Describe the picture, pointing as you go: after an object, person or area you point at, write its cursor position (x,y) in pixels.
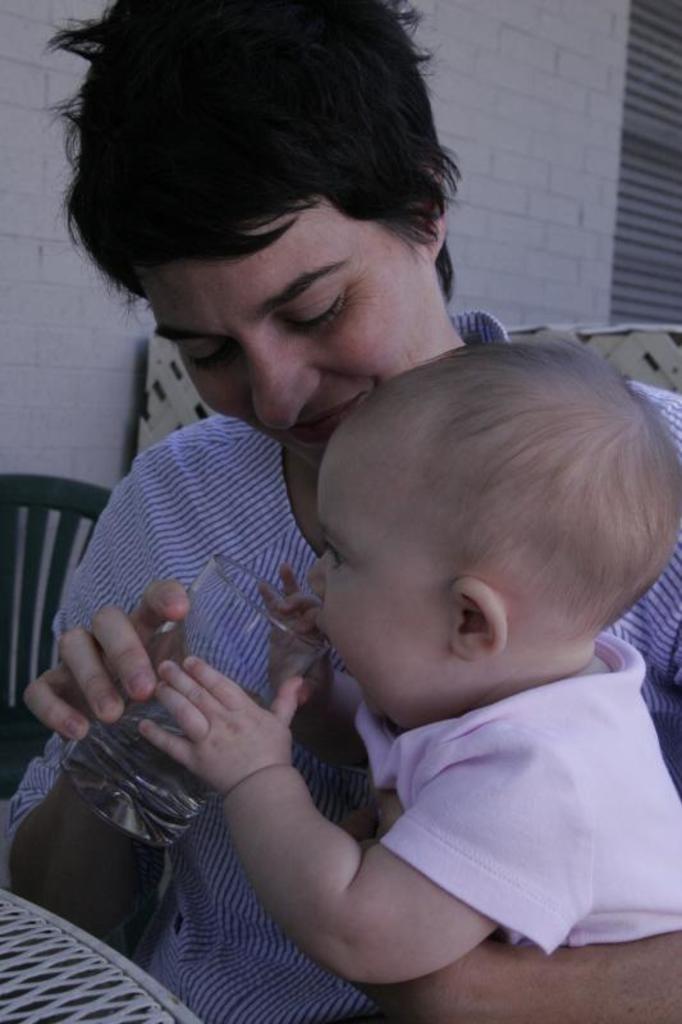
In the image there is a woman (342,265) feeding a baby (366,955) with a glass (213,664) of water (185,773) in front of table (125,978) and behind her there is a chair (56,559) beside the wall (531,244).
